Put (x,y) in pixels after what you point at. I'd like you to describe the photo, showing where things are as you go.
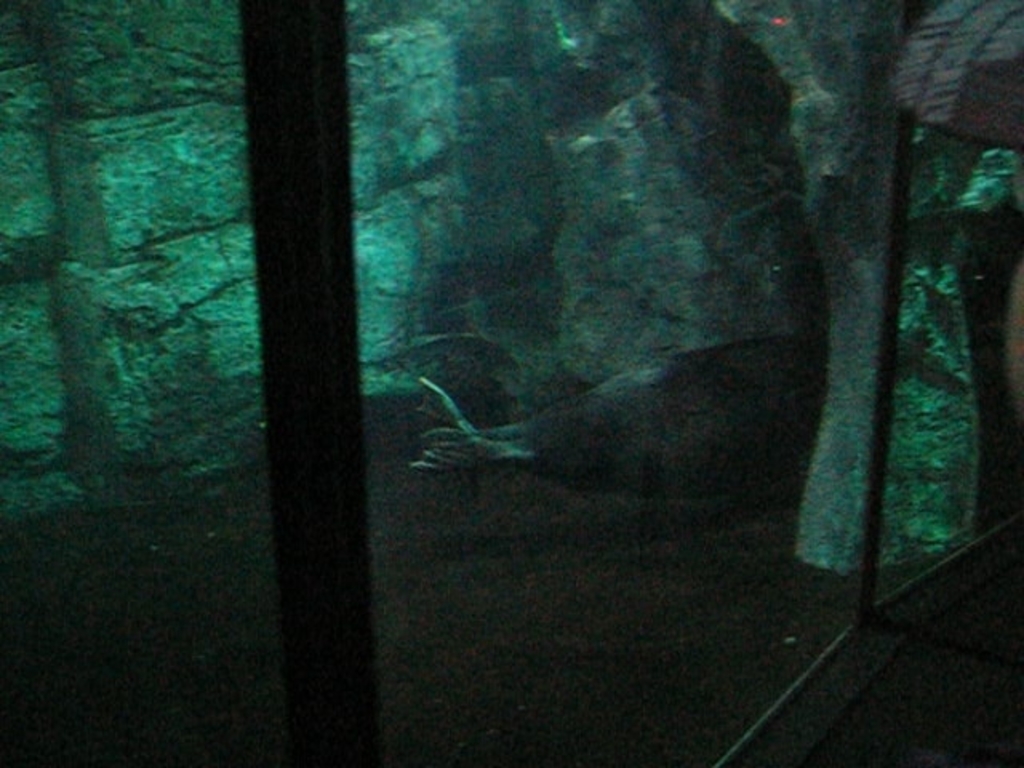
In this image we can see the glass wall (546,532) and through the glass (449,523) we can see an animal (422,377) in the water (481,198) and stones wall (358,186).
